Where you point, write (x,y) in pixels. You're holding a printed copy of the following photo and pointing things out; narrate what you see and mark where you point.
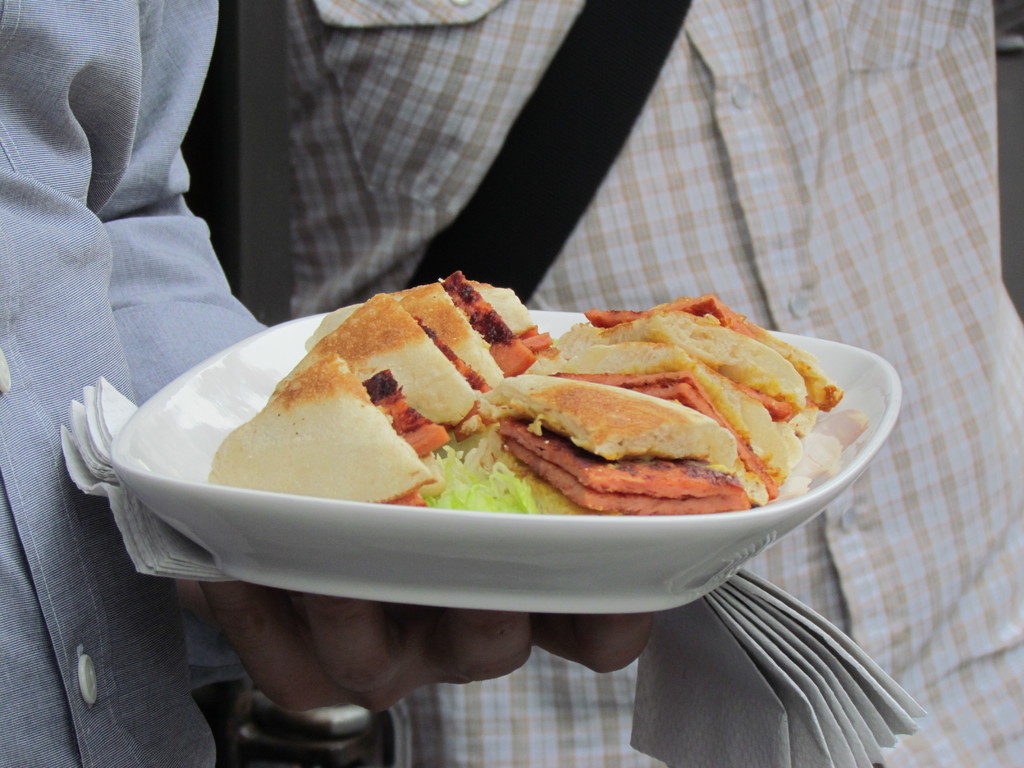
In this picture there is a person (200,626) holding the plate (285,534) and there is food (526,381) on the plate (698,576) and he is holding the tissues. At the back (594,241) there is a person (960,458) with cream and white check shirt (689,136).
